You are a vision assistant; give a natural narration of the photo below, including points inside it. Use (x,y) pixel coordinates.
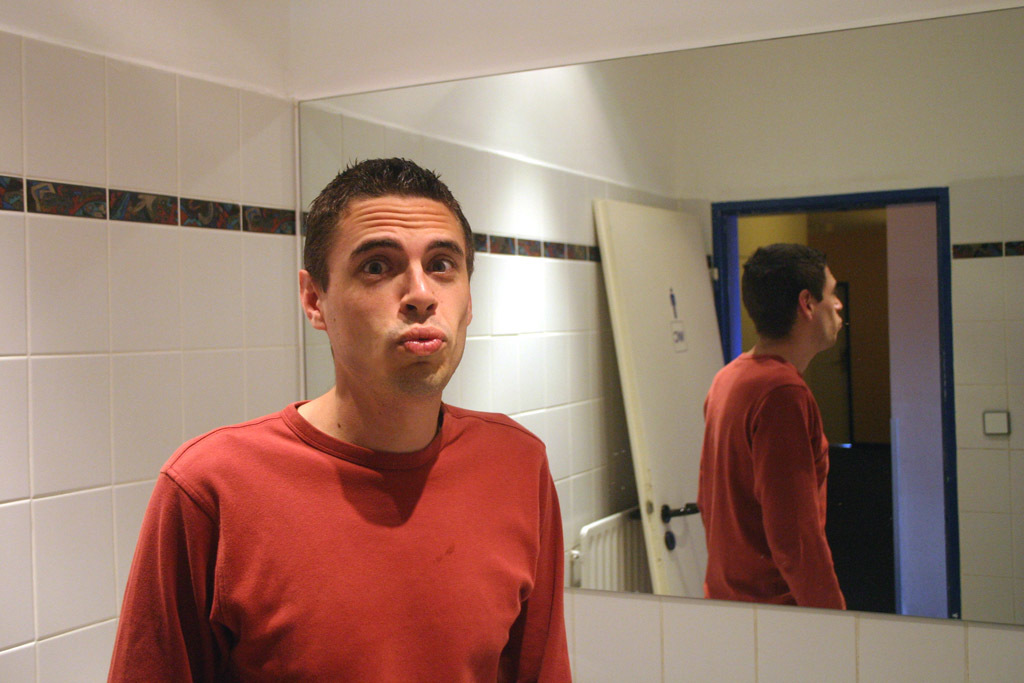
In this picture we can see a man (380,563) is standing, on the left side (202,376) there are some tiles (121,330), in the background (770,375) we can see a mirror (769,367), we can see reflections (742,457) of a person (757,342) and a door (686,337) in this mirror (738,337).
